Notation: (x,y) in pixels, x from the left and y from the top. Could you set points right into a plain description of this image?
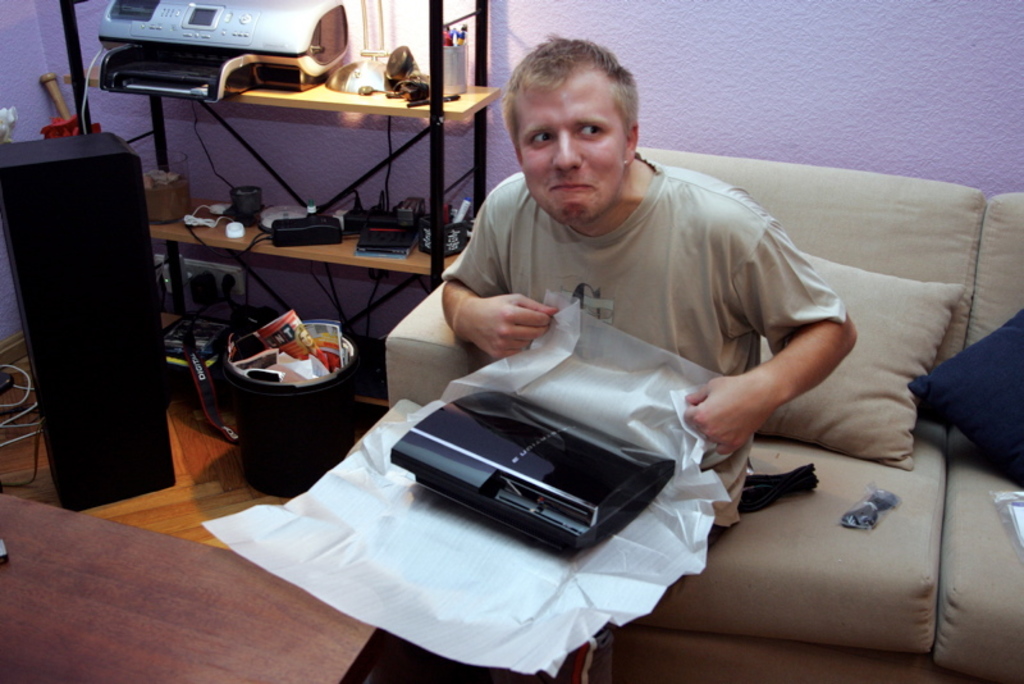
In the picture I can see a man (588,280) is sitting on the sofa (898,544) and holding some objects (567,501). The man (765,399) is wearing a T-shirt (613,304). On the Sofa (977,307) I can see pillows (882,422) and some other objects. On the left side (273,235) I can see a shelf (269,252) which has some objects (273,217). I can also see a sound speaker (138,358) and some other objects (206,403) on the floor (224,403). In front of the image I can see a wooden table (197,559) and in the background (645,54) I can see a wall (648,37).
